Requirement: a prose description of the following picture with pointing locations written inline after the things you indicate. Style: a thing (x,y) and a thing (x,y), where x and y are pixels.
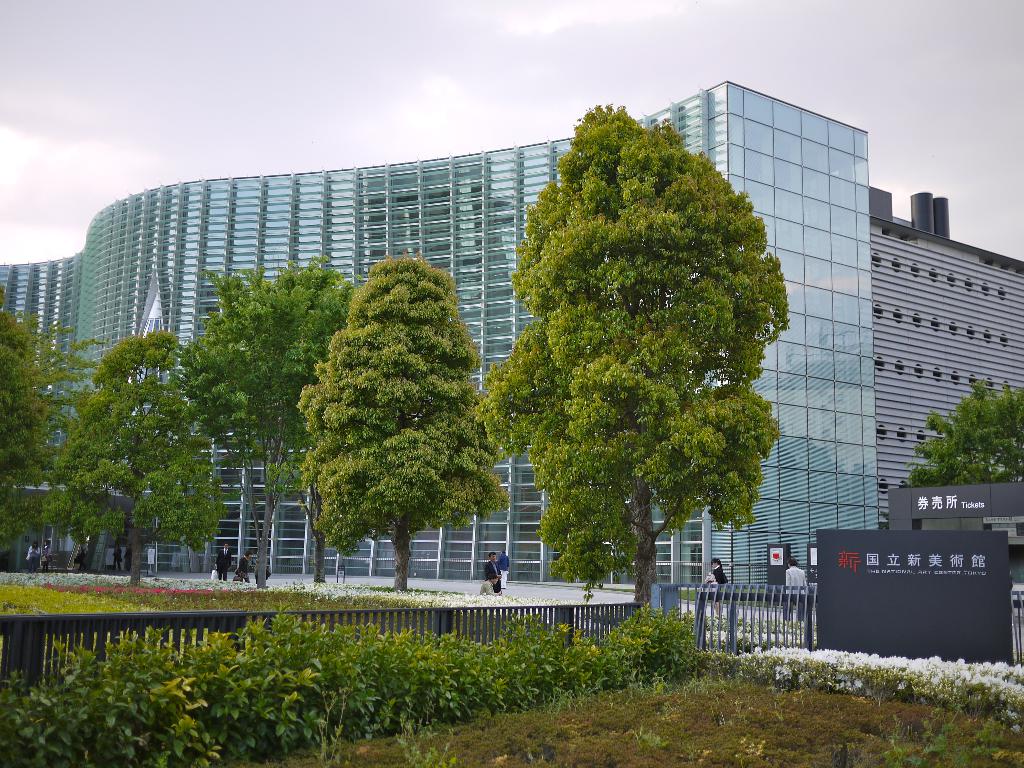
In this image we can see few buildings (935,328). There are few trees (404,423) in the image. There are few people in the image. There are many plants (365,660) in the image. There is a board (889,604) in the image. There are many flowers (861,653) to the plants (376,632) in the image. We can see the clouds (485,85) in the sky (536,60).
